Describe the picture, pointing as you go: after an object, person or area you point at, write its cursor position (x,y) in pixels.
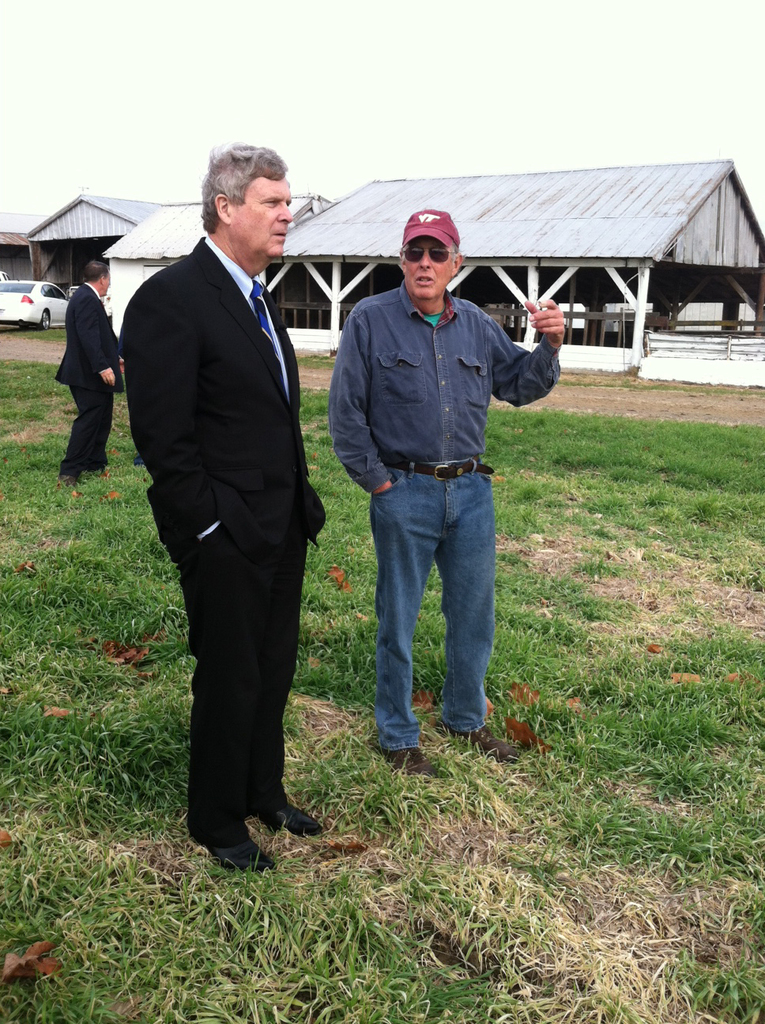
There are two men (405,523) standing on the ground (297,679). In the background (17,374) there is a person (79,360), vehicle (29,309), house (66,272), fence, grass (9,388) and sky (370,131).
